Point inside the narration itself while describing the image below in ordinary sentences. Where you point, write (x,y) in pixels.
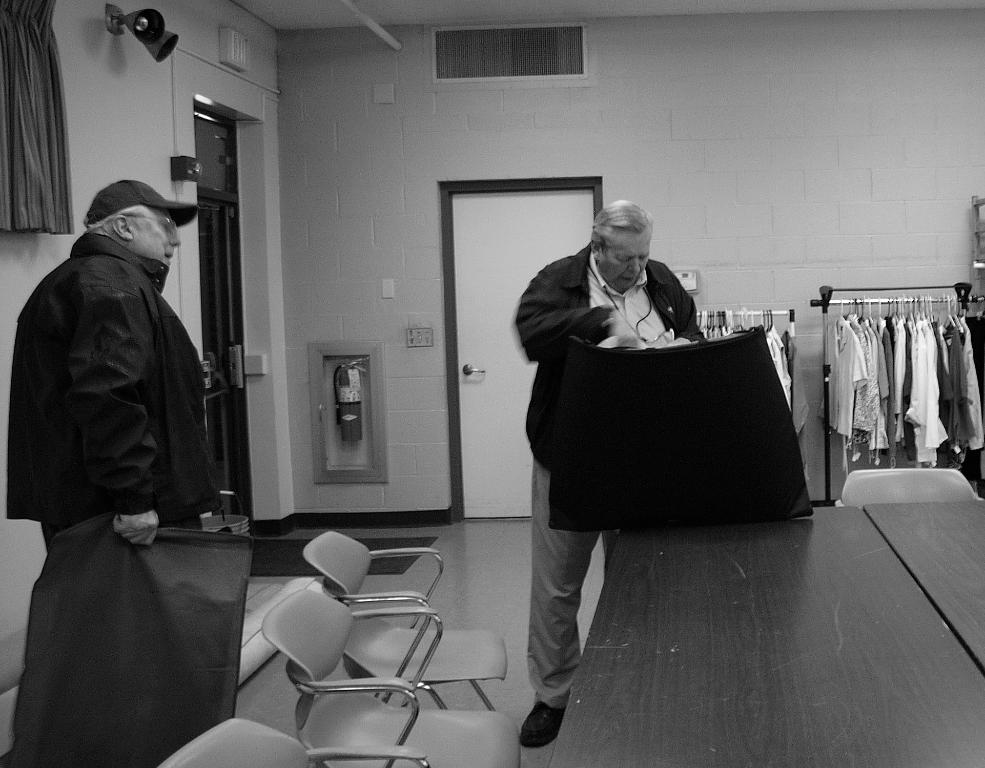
This is a black and white picture. there are two men (530,304) standing. This is a table (839,647). these are the empty chairs (402,662). I can see some clothes (844,367) hanging to the hangers (864,313). This is the door (473,362) with the door handle (472,371) and this looks like a fire extinguisher (357,417).
